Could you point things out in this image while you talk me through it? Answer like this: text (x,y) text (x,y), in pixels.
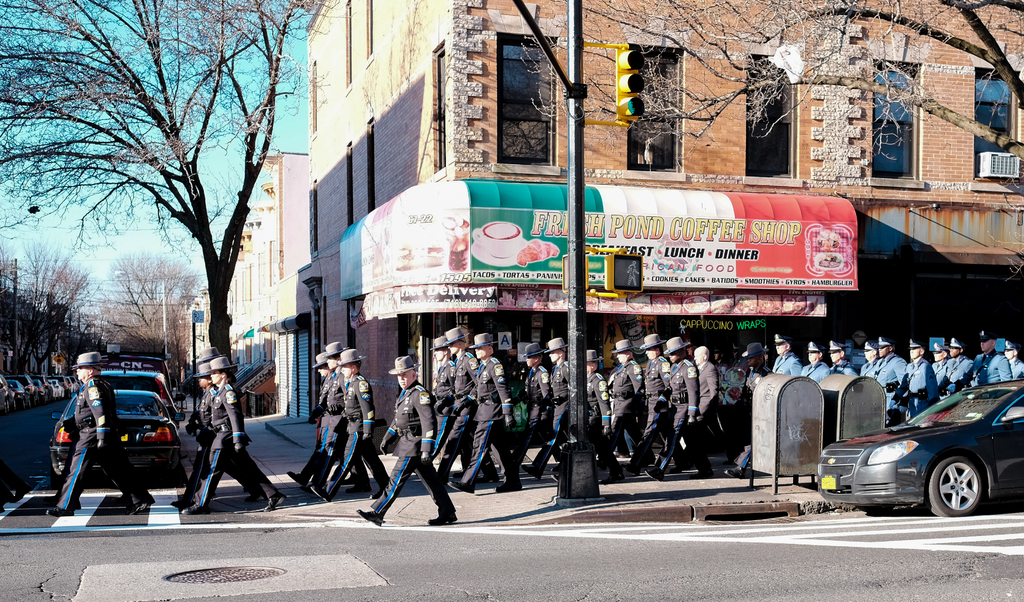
In this image I can see a road (172,499) in the front (679,546) and on it I can see a black colour car (833,477). I can also see number of people (462,359) are walking and I can see all of them are wearing uniforms (393,455) and hats (80,364). In the background (41,150) I can see number of trees (163,6), few poles (165,347), number of cars (122,366) and the sky (140,131). I can also see a pole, few boards (820,193), signal lights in the centre (356,285) and on these boards (522,239) I can see something is written. On the right side of this image (789,432) I can see two silver colour things (810,409) and an air conditioner (981,153).
